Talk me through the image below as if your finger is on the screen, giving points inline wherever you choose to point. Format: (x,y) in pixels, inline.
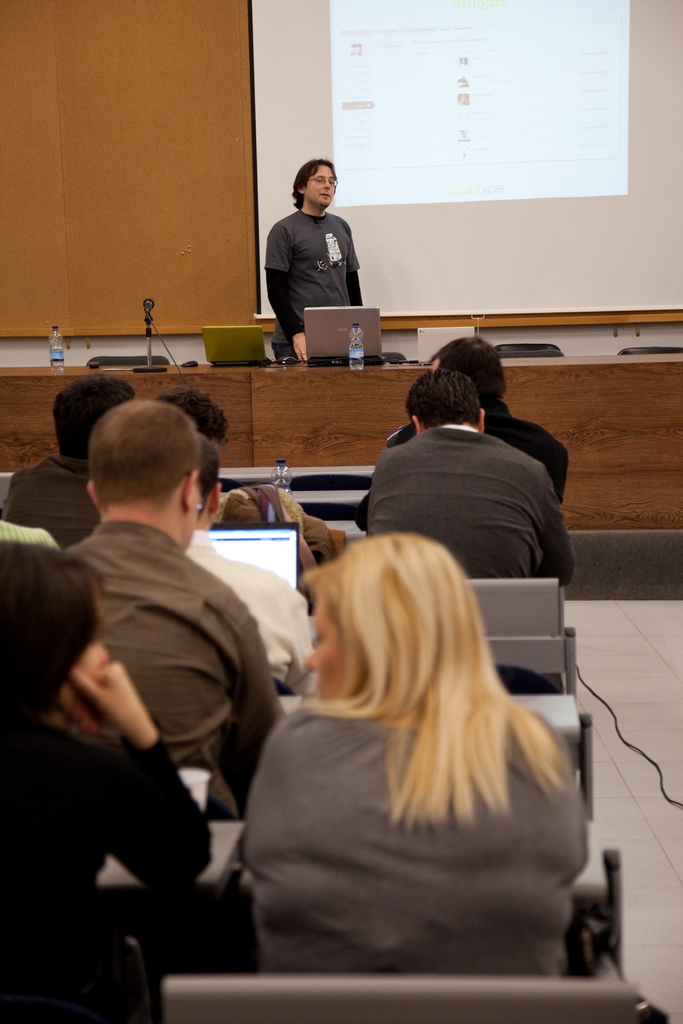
In the foreground of the picture (402,628) I can see a few persons (40,964) sitting on the chairs (335,1009) and I can see a man (290,597) working on a laptop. In the background (366,217), I can see the screen (399,239) and there is a man (327,180) standing on the floor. I can see the wooden tables (665,355) on the floor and I can see a laptop (349,326), microphone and water bottles (359,346) are kept on the wooden table (584,384).
